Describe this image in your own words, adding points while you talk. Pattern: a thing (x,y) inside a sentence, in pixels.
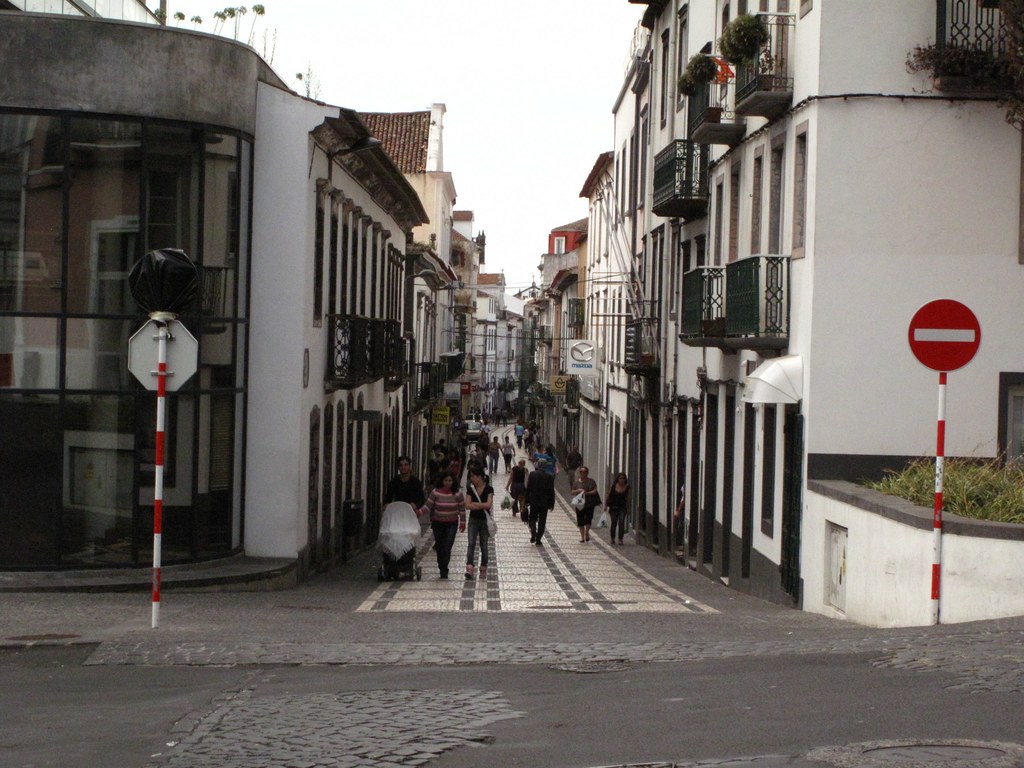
In this image I can see the road (548,693), the street (511,562) and few persons (409,477) standing on the street (498,552). I can see few buildings (396,378) on both sides of the street (514,578), two poles (154,611) and few sign boards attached to the poles (161,435). I can see few plants (928,467). In the background (540,72) I can see the sky (438,83).
